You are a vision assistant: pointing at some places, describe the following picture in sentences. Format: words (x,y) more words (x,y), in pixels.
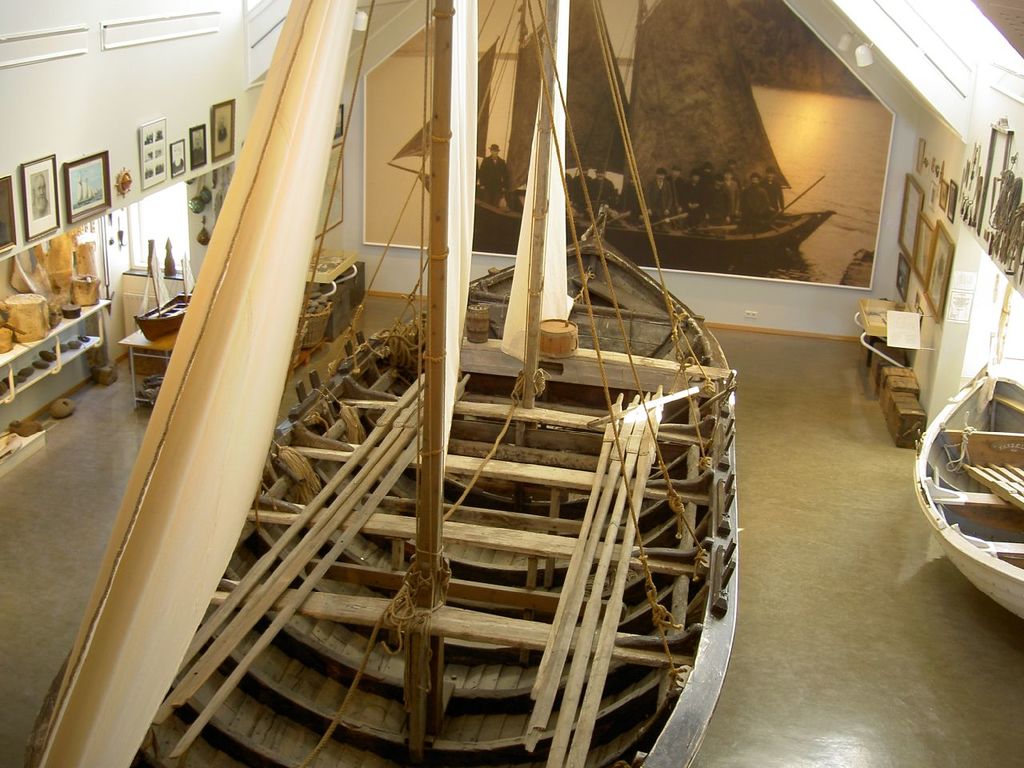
On the floor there is a boat (612,606). We can see wooden sticks (415,634) on the boat (464,341) and we can see ropes (555,77) tied to the boat (254,191). In the background (22,172) there are frames (88,199) on the wall (115,112). On the left (30,311) there are wood pieces (60,289) on a stand (63,322) and there is a big photo frame (698,133) on the wall (823,313). On the right (964,467) there is a small boat (998,433) on the floor (852,435) and we can also some other items (910,341) in the room (53,107).
